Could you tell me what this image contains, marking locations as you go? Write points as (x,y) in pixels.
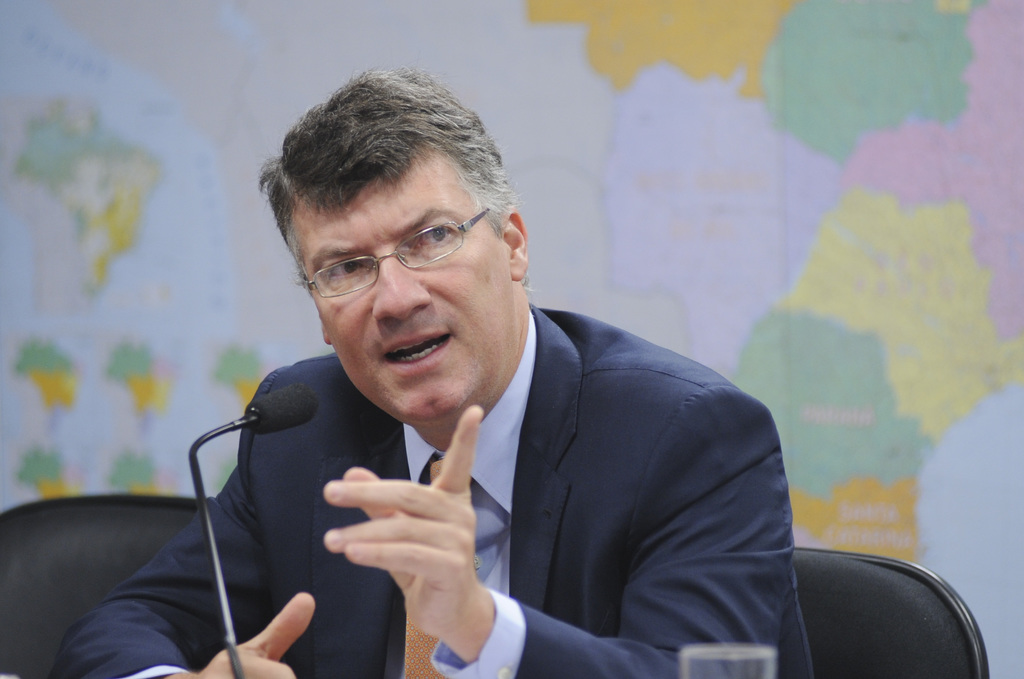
In the middle of this image (641,415), there is a person (513,284) in a suit (640,477), sitting on a chair (871,592), speaking and showing something with a hand (461,428) in front of a microphone (298,399) and a glass (743,672). On the left side (84,516), there is another chair (56,499). In the background (58,223), there is a map (856,127).
